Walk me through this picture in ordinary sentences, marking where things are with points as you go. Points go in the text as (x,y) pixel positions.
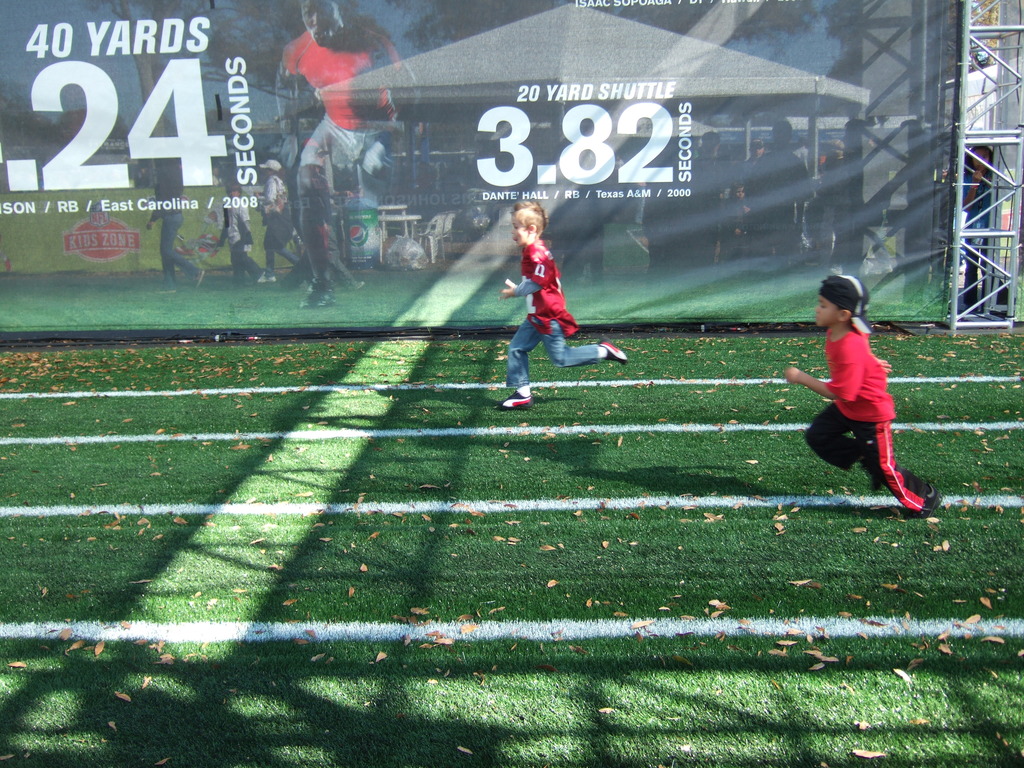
This is a playing ground (547,498). Here I can see two boys (537,294) are running on the ground (574,462) towards the left side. In the background (511,176), I can see a banner (384,167) on which I can see some text (242,173) and images of persons (360,139). Beside the banner (927,214) there is a metal stand (971,134).
